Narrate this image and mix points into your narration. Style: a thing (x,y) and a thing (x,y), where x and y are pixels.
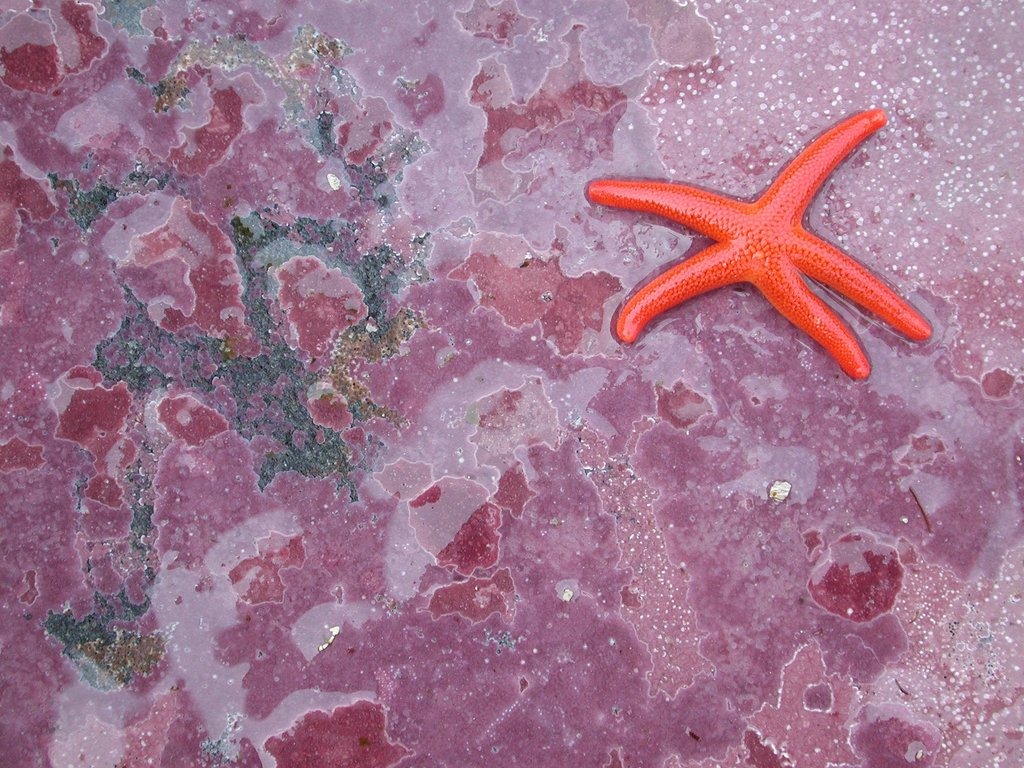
In the top right of the image (799,225) we can see starfish (788,253) on the ground (527,573).
